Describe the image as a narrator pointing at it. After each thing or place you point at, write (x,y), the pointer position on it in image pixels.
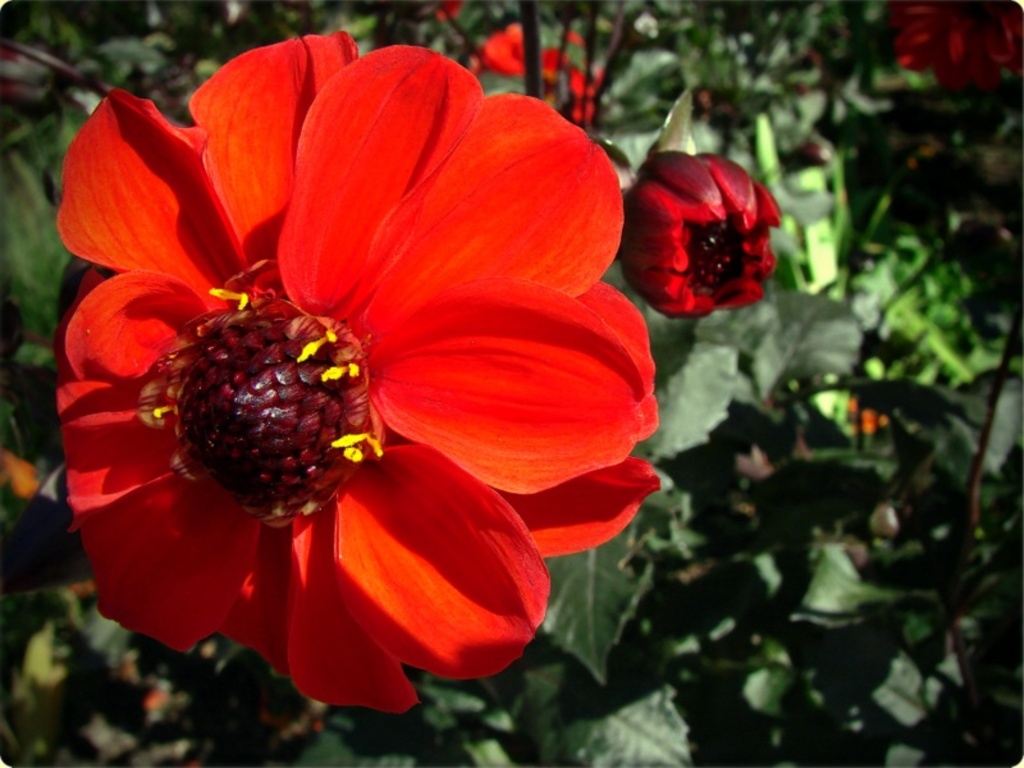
Here in this picture we can see red colored flowers (310,270) present on the plant (643,516) over there.
